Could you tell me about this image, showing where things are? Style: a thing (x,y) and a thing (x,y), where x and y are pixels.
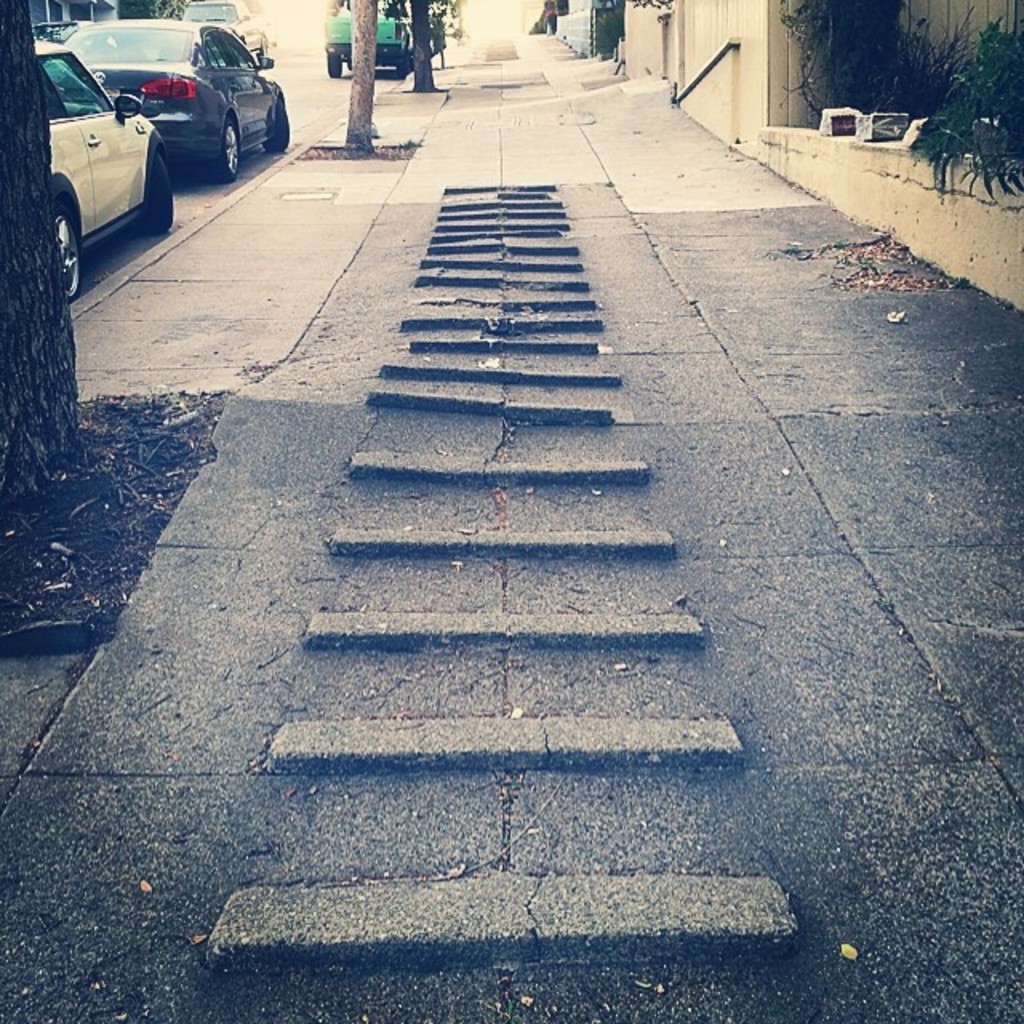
In the picture I can see the walkway (463,100). I can see the trunk (65,365) of trees (398,13) on the side of the road (335,87). There are cars (193,110) on the road (324,4) on the top left side of the picture (240,87).
